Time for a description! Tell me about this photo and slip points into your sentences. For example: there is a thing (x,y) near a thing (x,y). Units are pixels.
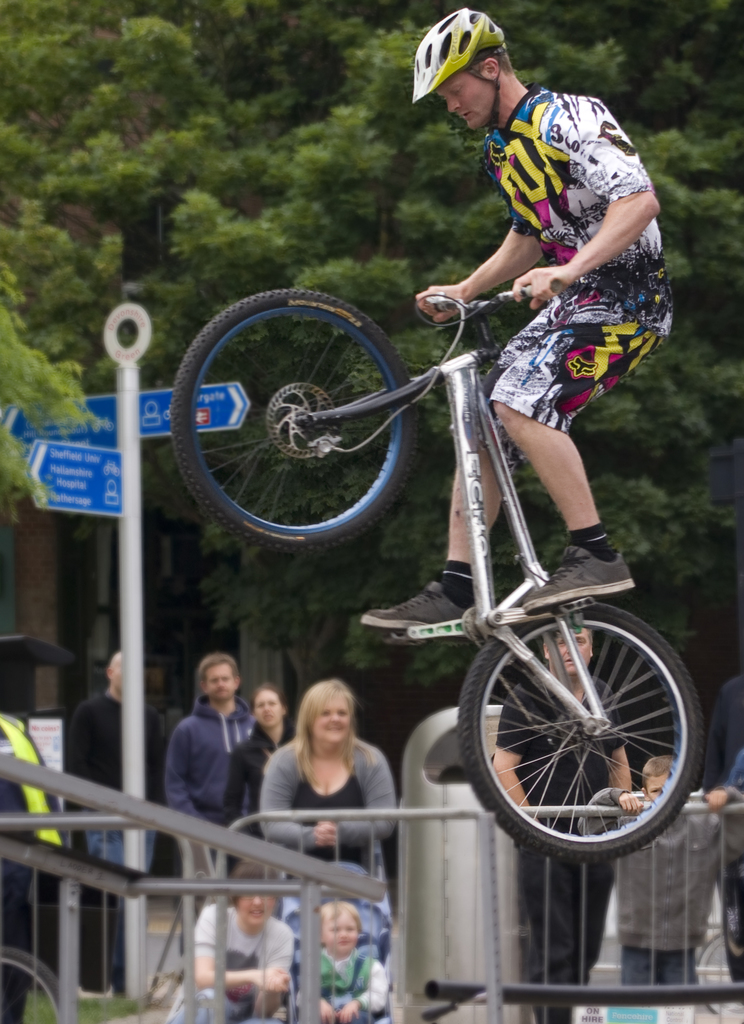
In the middle (456,492) there is a man (549,385) who riding cycle (546,674), he wear t shirt (552,206), shorts (569,381), shoes (589,583) and helmet (456,55). At the bottom (534,891) there are many people (327,802) watching ride. On the left (125,614) there is a pole (122,537) attached with three boards (112,426). In the background (185,497) there are many trees (309,125).
